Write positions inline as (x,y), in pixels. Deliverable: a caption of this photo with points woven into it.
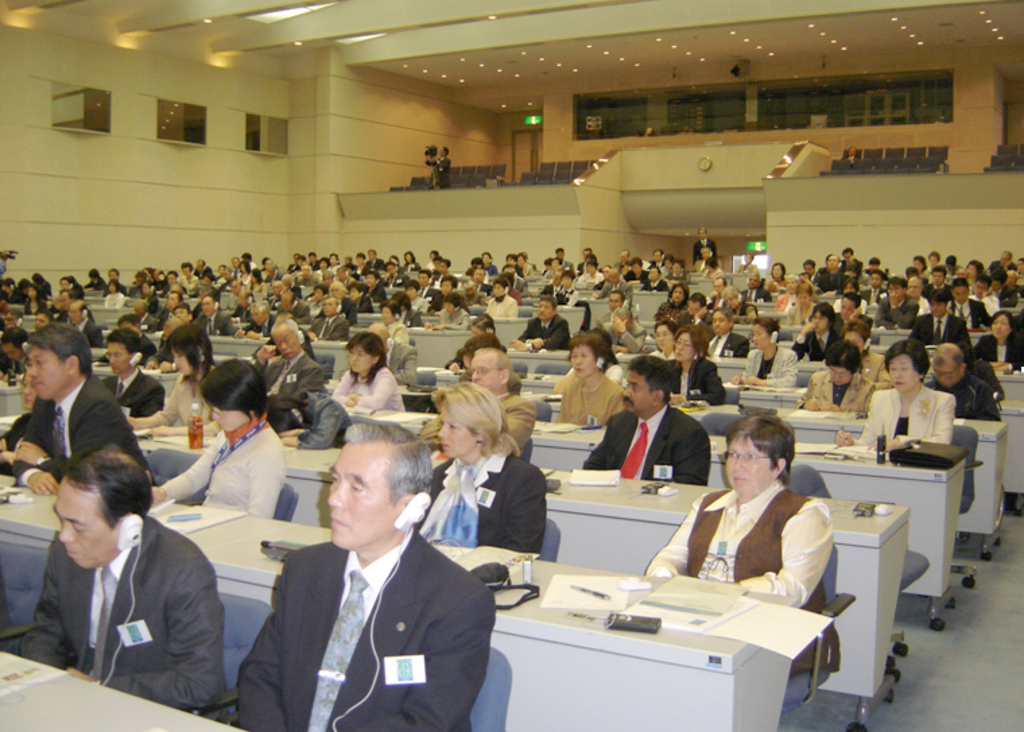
This is the picture taken in a hall (967,121), there are group of people (235,410) sitting on chairs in front of the people (805,350) there are tables (538,629) on the table (682,650) there are papers (694,610), pen (587,590), bag (899,454), bottle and some items (499,582). Behind the people (305,410) there is a wall (288,207) and a man (438,166) is standing on the floor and holding camera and there are ceiling lights (480,66) on the top (405,66).
